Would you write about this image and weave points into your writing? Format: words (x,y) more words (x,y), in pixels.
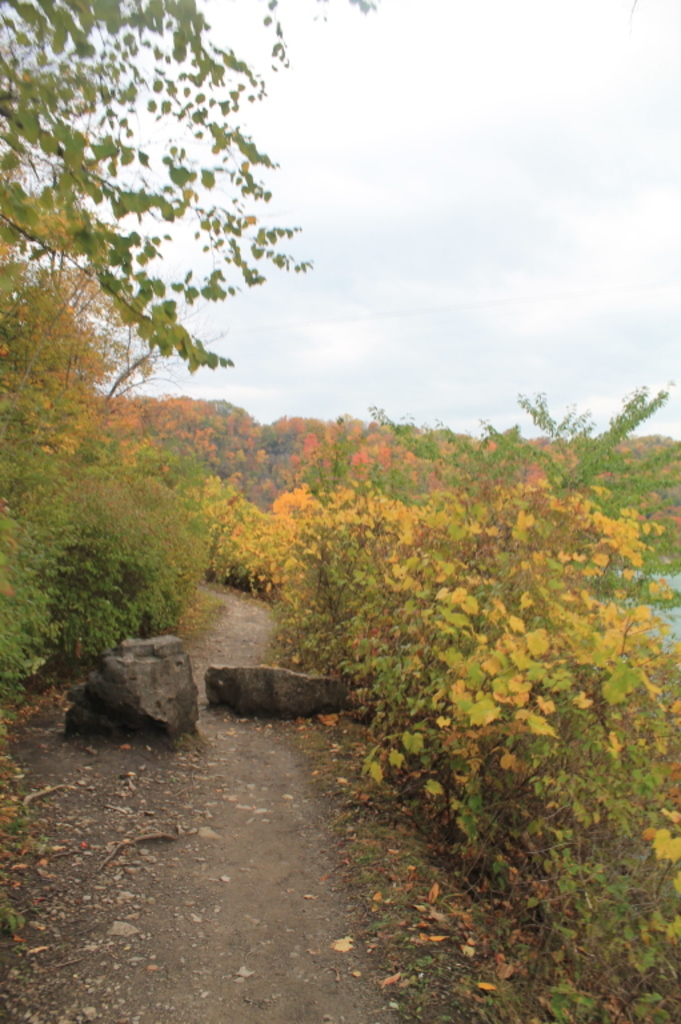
In this image, we can see few plants (404,497), trees (610,438) and walkway (57,792). Background (412,302) we can see the sky (353,237). Here we can see stones (230,704) on the walkway (203,704).
